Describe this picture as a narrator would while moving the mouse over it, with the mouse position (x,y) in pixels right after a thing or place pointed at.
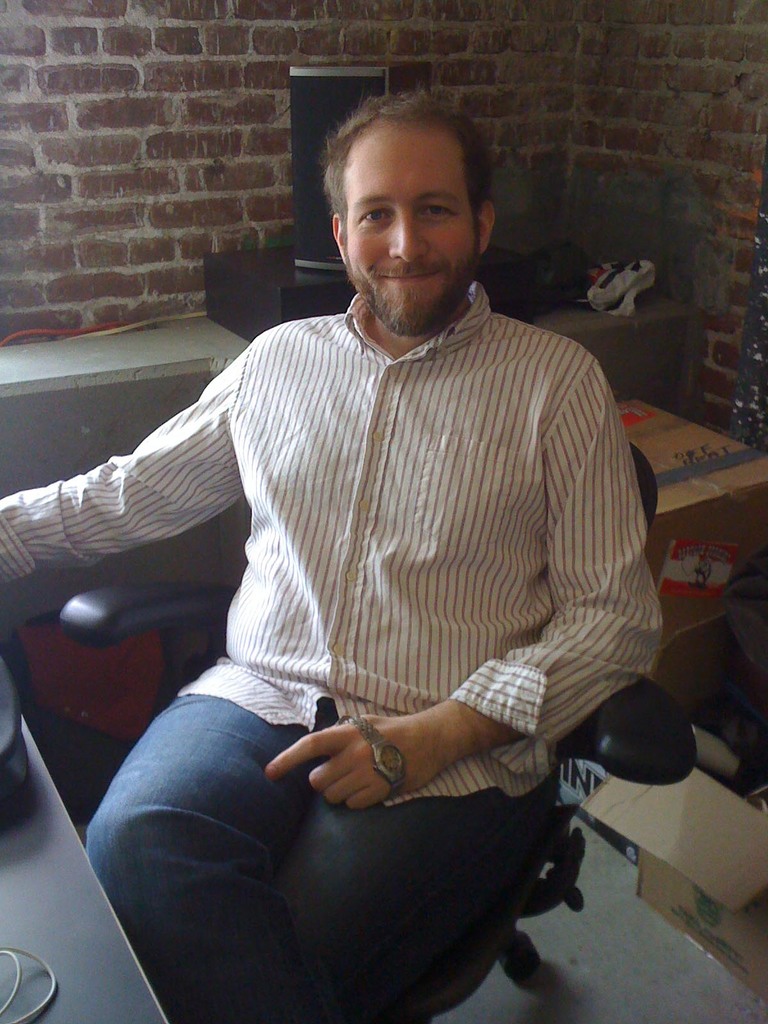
In this image I can see a man (541,329) sitting on a chair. I can also see a smile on his face (399,292). In the background (666,892) I can see few boxes (703,463).
